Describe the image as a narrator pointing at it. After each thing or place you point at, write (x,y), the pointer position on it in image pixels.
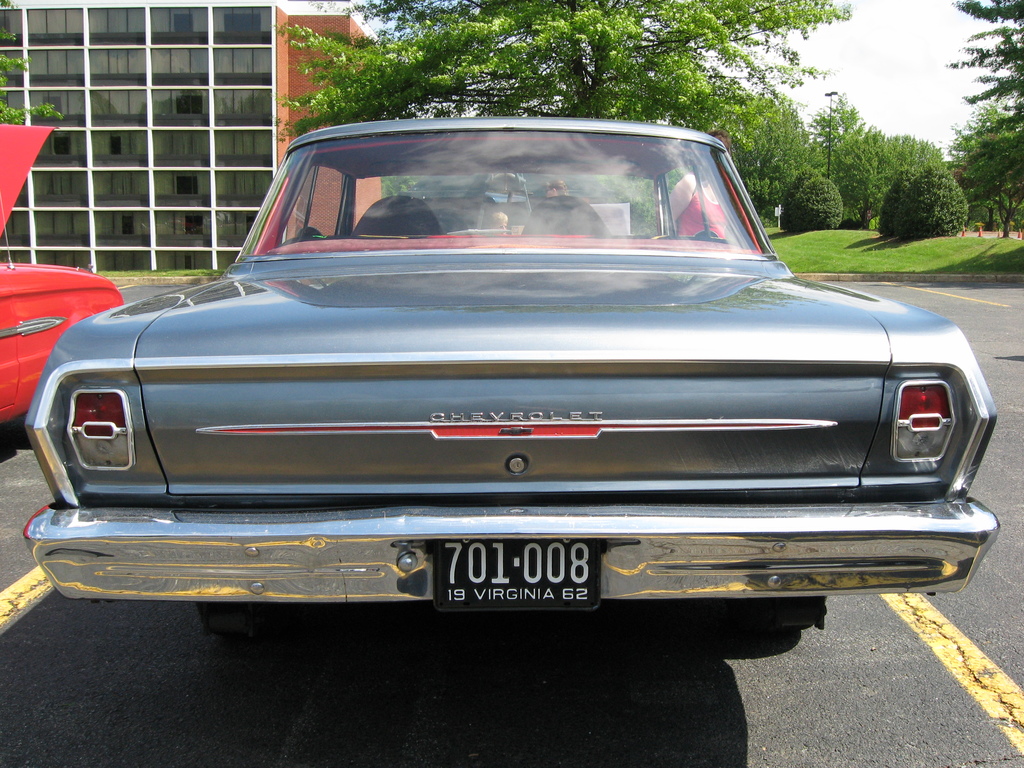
There are vehicles (457,535) on the road (717,643). In the background (134,69) we can see a building (271,104), trees (572,68), plants (907,172), grass (964,268), pole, and sky (911,47).
